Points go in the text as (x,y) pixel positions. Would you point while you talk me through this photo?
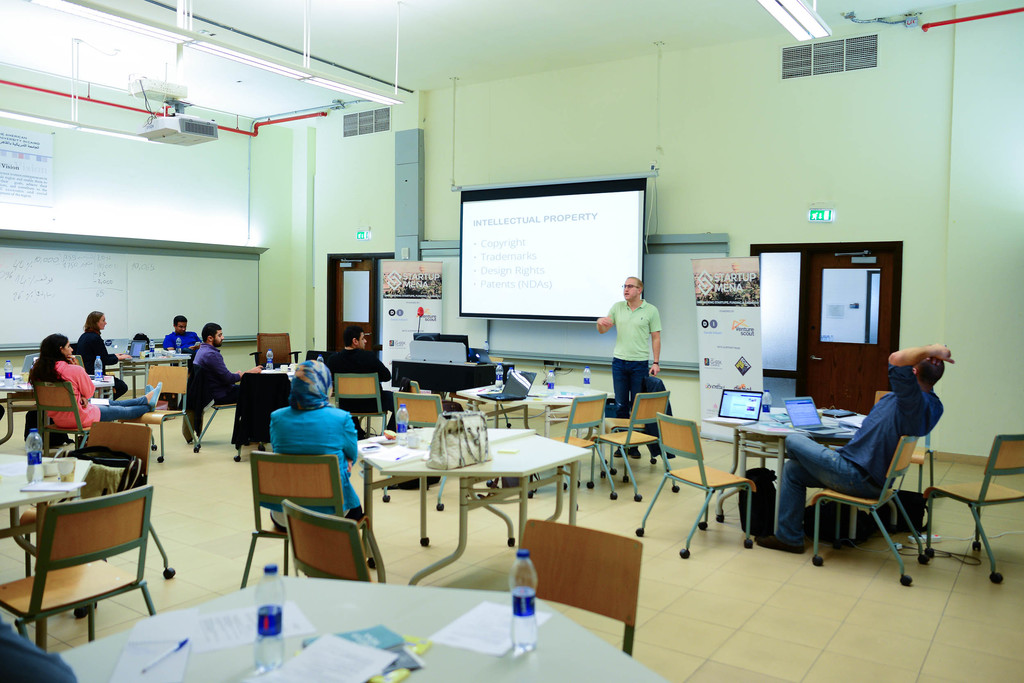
As we can see in the image there is a wall (245,208), screen (520,217), door (829,260), few people (299,444) sitting here and there and there are chairs (301,458) and tables (498,473). On tables (447,472) there are laptops (792,405), bags (441,427) and bottles (400,420).
